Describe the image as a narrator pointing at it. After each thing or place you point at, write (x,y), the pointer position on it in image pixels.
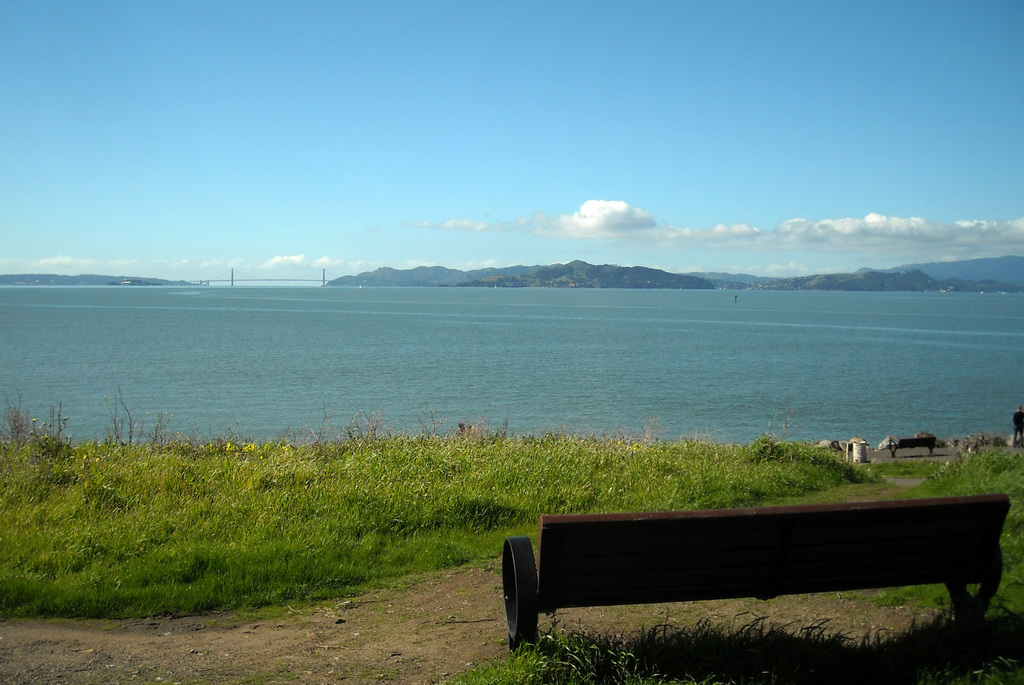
In this image, we can see the water (374,372), grass (968,465), plants (811,446), benches (919,511), few objects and walkway (378,602). Background (746,286) there are so many hills (579,287) and sky (556,169). Here it looks like a bridge (232,284).
